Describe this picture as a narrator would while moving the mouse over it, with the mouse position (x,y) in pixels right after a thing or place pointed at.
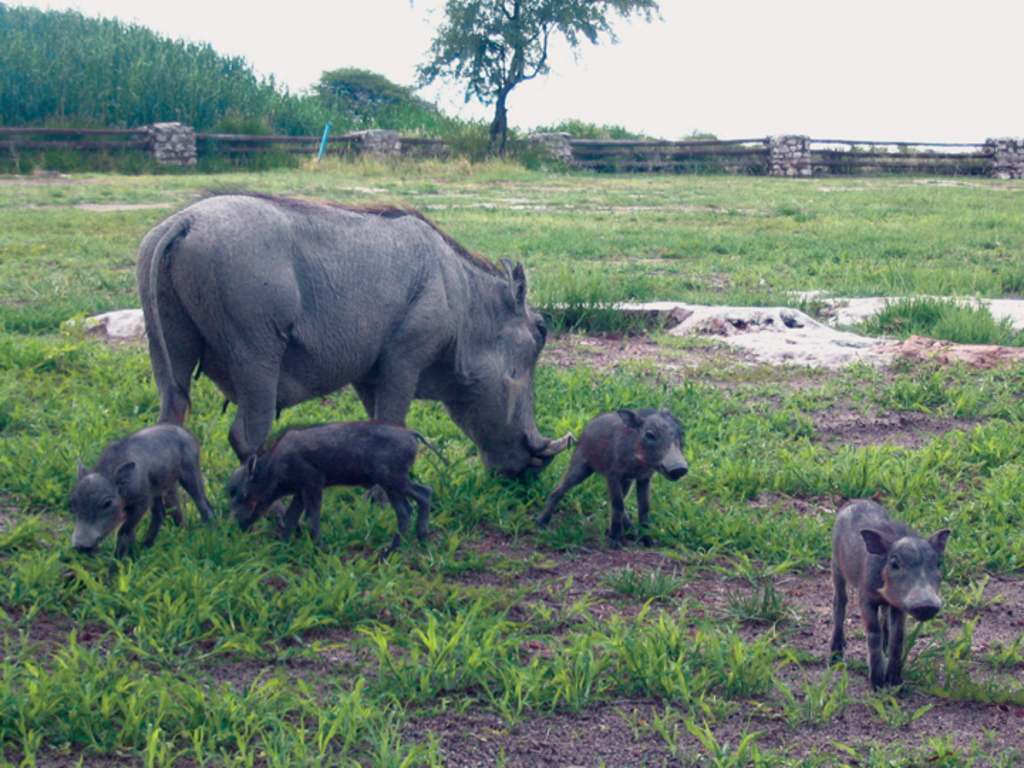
This is an outside view. Here I can see the grass (329,599) on the ground (501,620) and there are few animals (336,466) eating the grass (99,583). In the background (202,62) there are some trees (219,108) and a fencing (684,163). At the top of the image (799,43) I can see the sky (582,81).
